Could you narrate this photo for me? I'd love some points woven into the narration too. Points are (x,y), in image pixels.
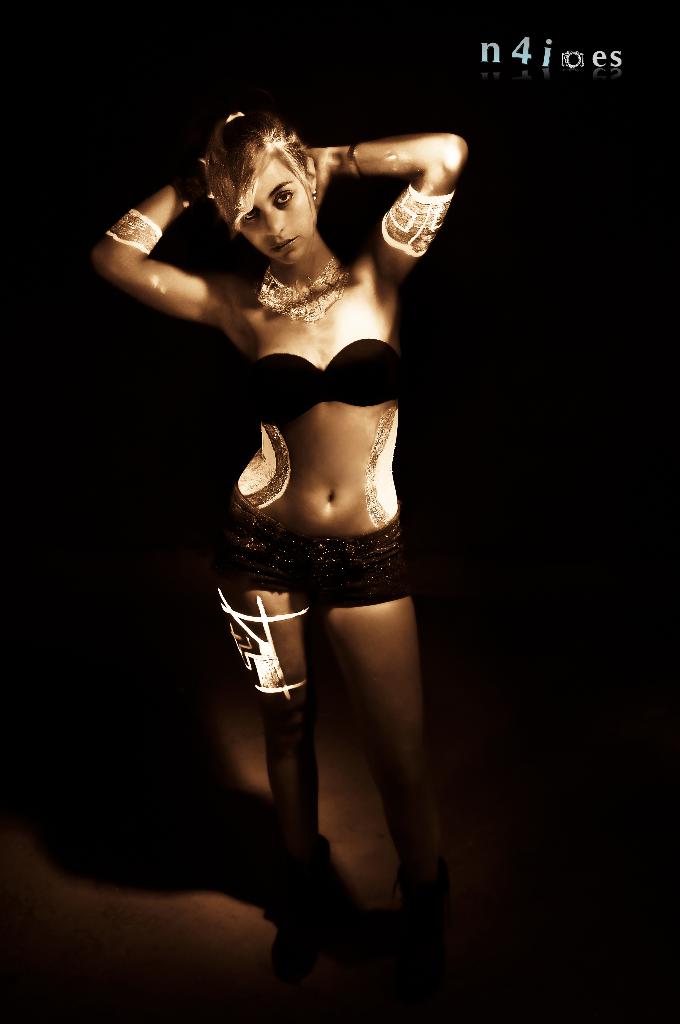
In this image I can see a person (267,720) standing and posing. There is a shadow (189,867) and I can see the background (469,282) is black. And at the top of the image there is a watermark (491,52).
